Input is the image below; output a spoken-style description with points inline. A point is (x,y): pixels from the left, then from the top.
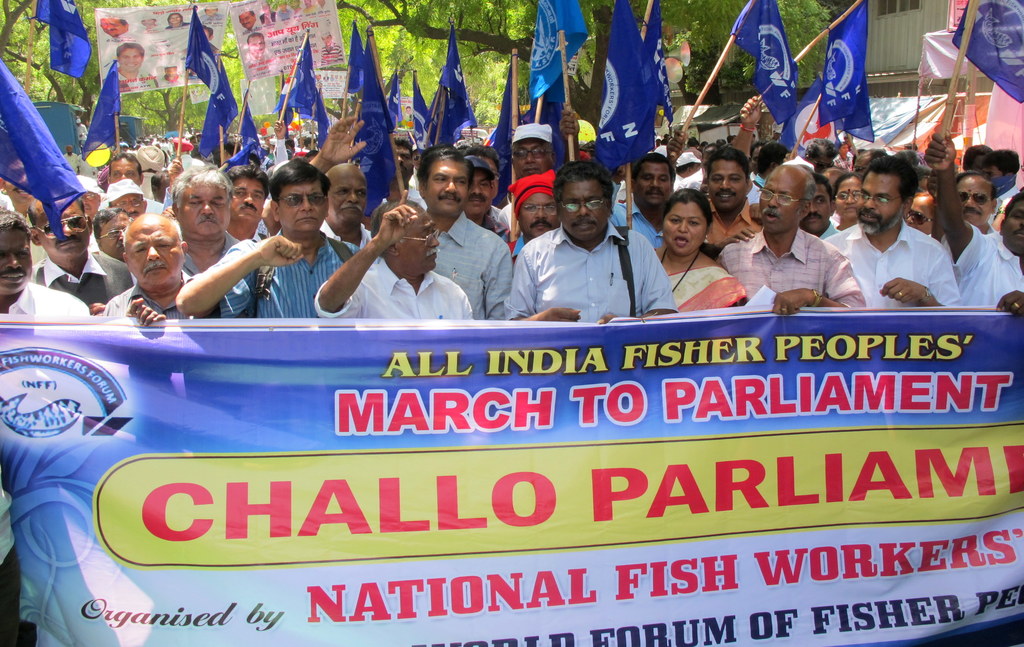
There are many people (629,233) holding flags (446,108). In front of them there is a banner (491,485) with something written on that. In the background (404,41) there are trees (509,26). Some people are holding placards (269,51).
